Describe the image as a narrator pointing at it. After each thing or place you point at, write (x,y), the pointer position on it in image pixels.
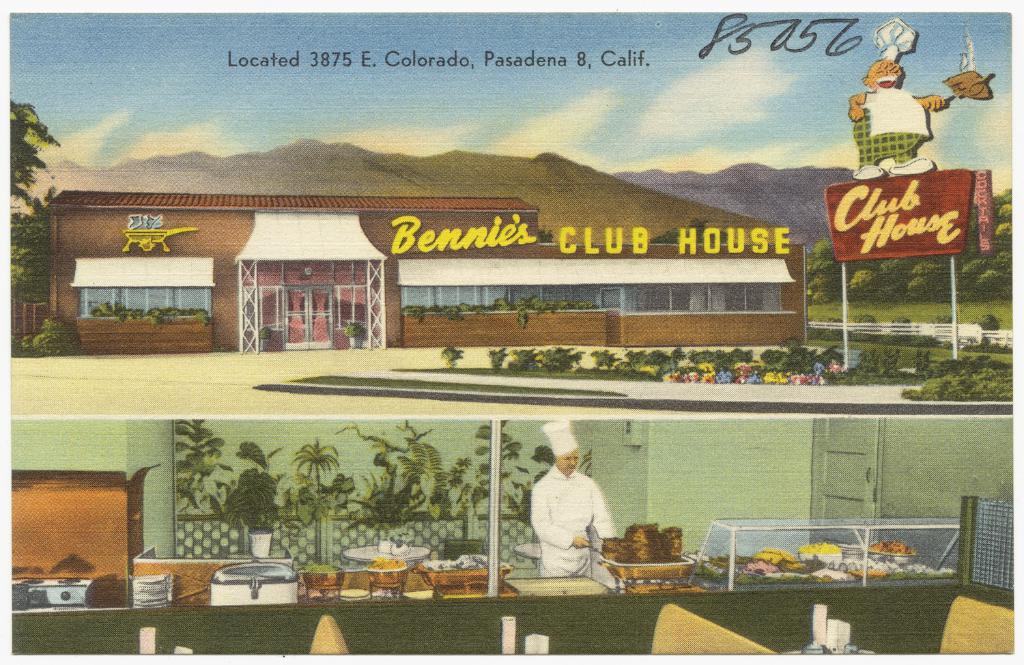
This is a poster. Here we can see a building (550,345), board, plants (881,355), trees (817,254), bowls (506,573), and food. There is a man (564,567) preparing food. This is wall (606,458) and there is a door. There is sky (783,87) with clouds (776,120).
